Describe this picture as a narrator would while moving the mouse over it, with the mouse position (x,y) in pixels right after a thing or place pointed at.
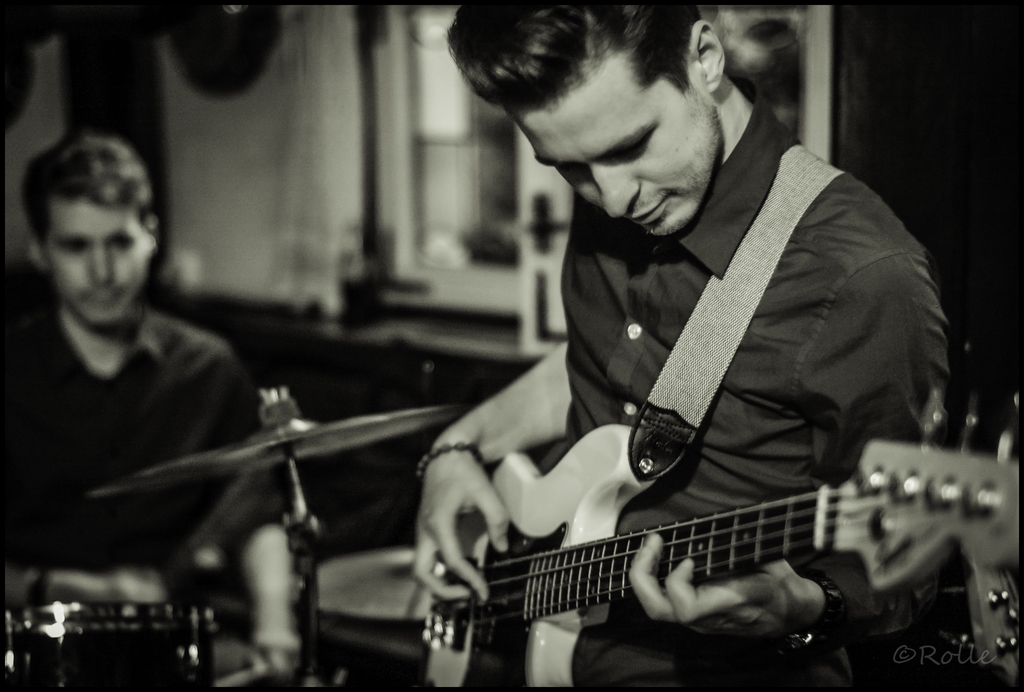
As we can see in the image there are two persons (792,269). The person (685,266) who is standing on the right side (703,494) is holding guitar (592,572) in his hands (647,579).
